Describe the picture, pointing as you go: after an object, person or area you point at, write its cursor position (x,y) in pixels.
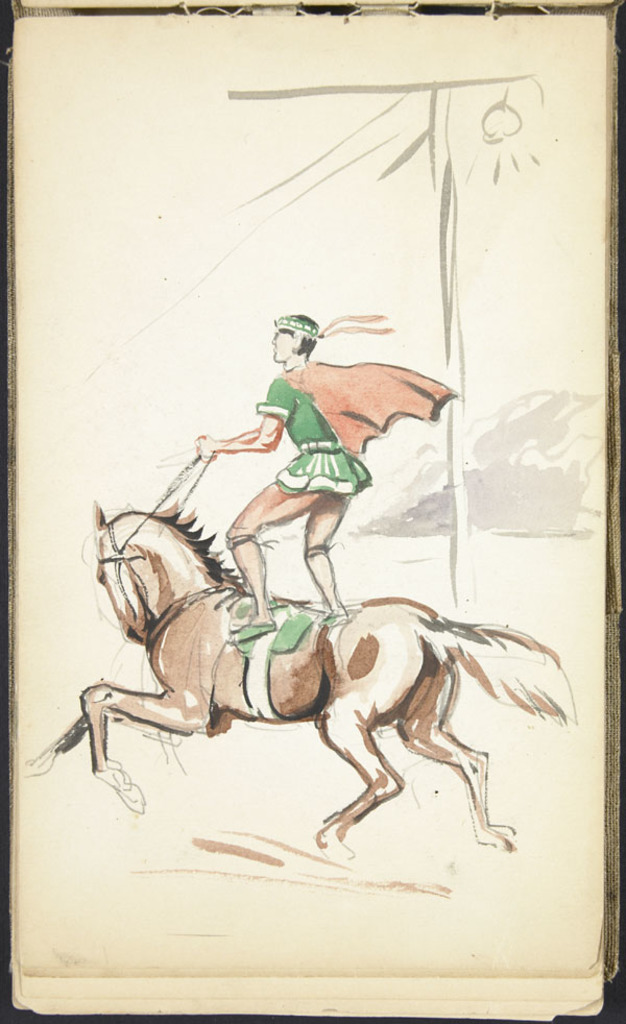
In this image we can a person (327,475) is riding on a horse (409,660). It is an animated image.
